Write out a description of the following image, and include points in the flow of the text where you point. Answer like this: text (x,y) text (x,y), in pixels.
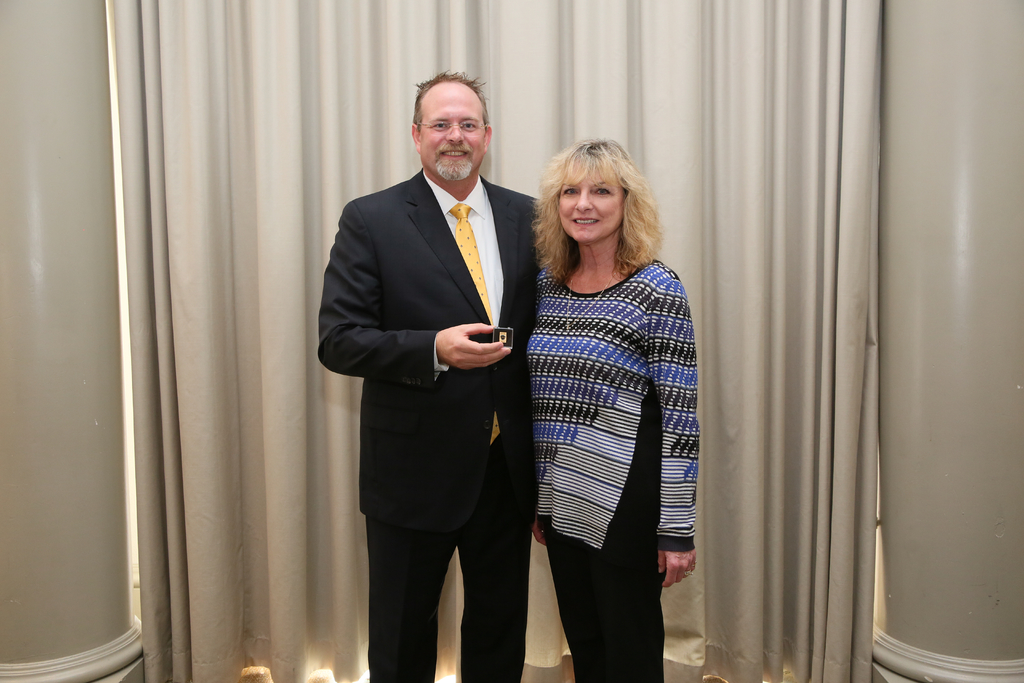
In this picture we can see a man (487,375), woman (594,374), they are smiling and he is holding an object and in the background (171,507) we can see pillars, curtain (156,502).
